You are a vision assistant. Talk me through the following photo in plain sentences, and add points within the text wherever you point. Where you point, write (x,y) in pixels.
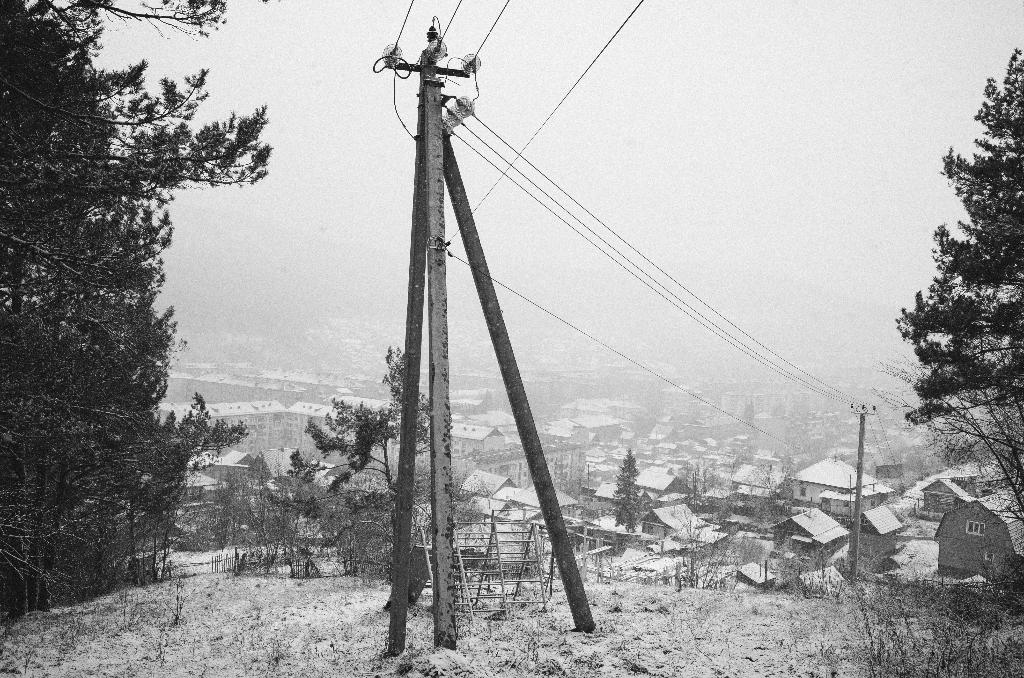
In this picture I can see some houses (647,448), electric poles (399,590), trees (28,337) and snow (308,585).
